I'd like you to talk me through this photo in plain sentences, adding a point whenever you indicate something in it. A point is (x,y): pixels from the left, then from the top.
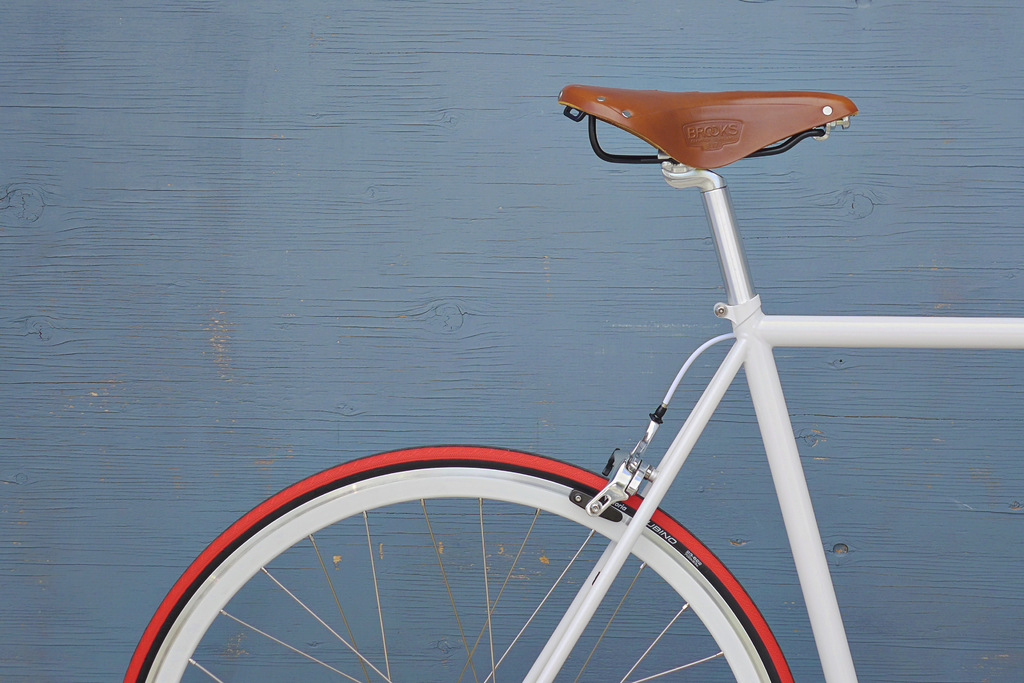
In this image in the front (742,247) there is a bicycle (701,421). In the background (616,256) there is a wall (448,285).
